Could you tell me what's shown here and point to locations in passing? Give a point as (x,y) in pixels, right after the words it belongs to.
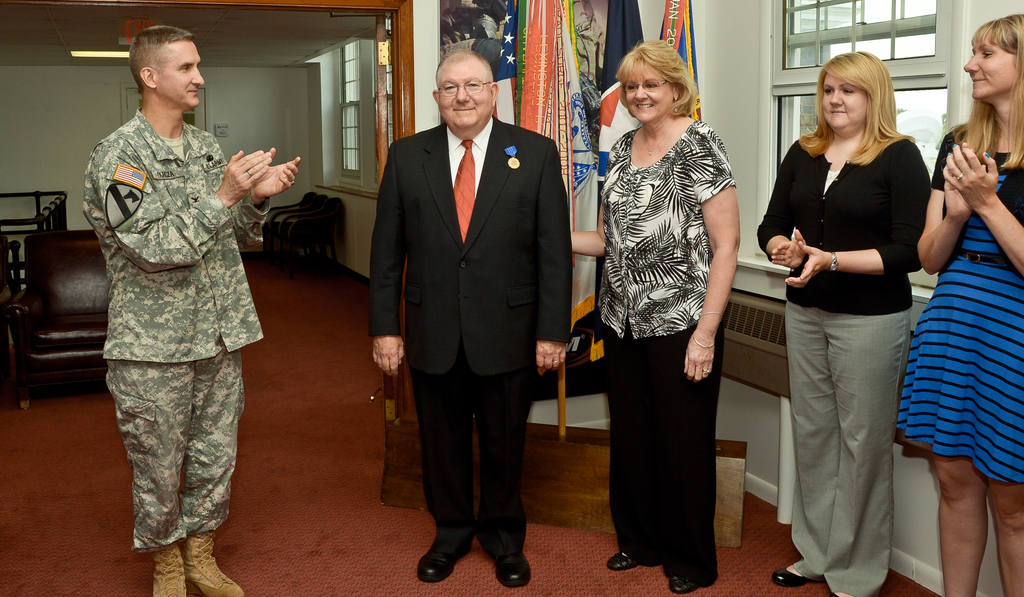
In this image we can see a few people (492,332) are standing on the floor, there are flags (614,79), windows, chairs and some other objects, at the top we can see a light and in the background (78,117), we can see the wall (5,73).
